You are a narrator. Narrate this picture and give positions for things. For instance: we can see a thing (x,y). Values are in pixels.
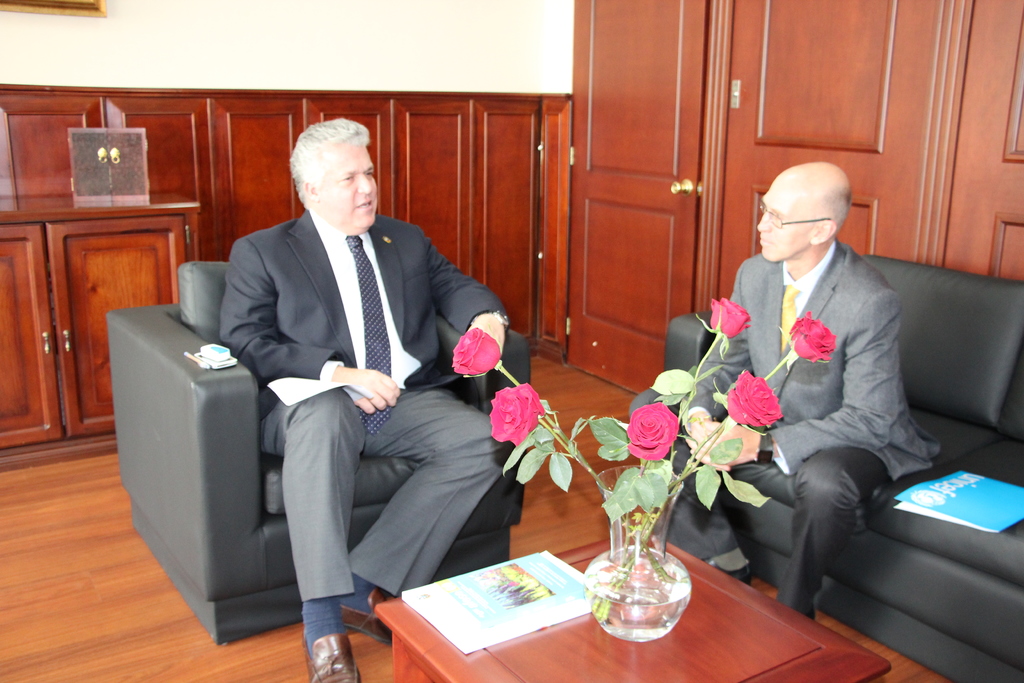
In this picture we can see two people (364,371), one person (410,355) is sitting on a chair (443,344) and another person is sitting on a sofa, here we can see the floor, table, books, flower vase (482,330) and in the background (496,268) we can see a wall (485,222) and wooden objects (465,234).
